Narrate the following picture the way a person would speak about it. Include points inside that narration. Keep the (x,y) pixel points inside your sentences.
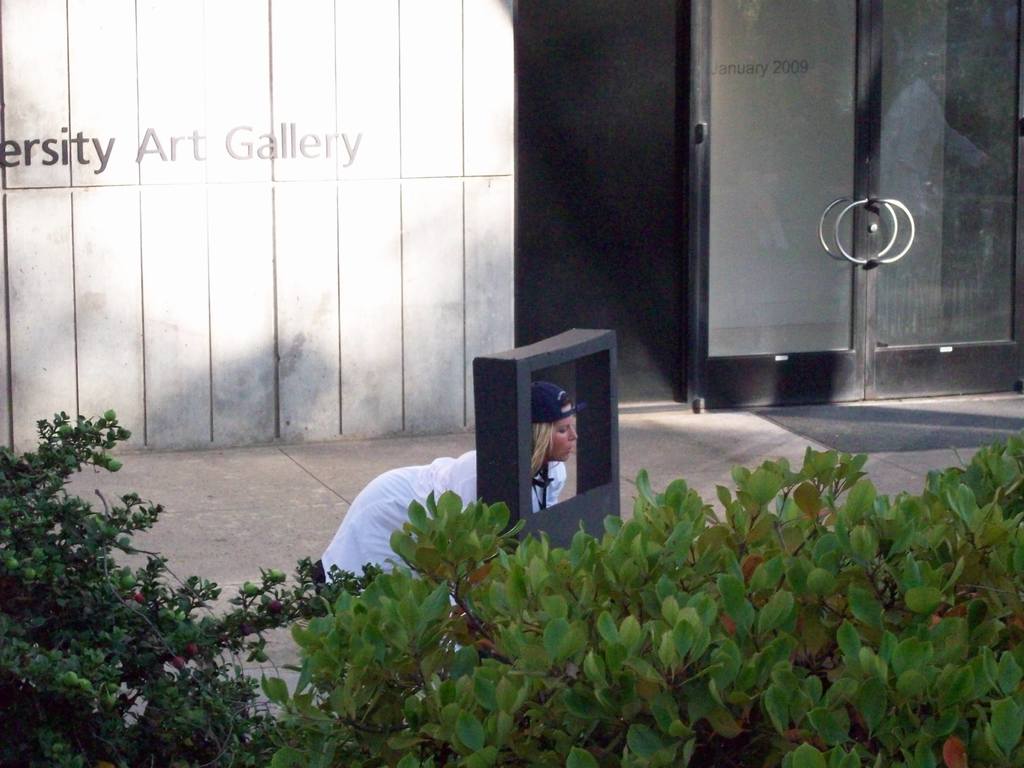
In this image we can see a woman (551,500) on the ground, a frame (608,497) and some plants (784,695). On the backside (725,193) we can see a glass door (718,206) with handles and a wall (364,236) with some text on it.
